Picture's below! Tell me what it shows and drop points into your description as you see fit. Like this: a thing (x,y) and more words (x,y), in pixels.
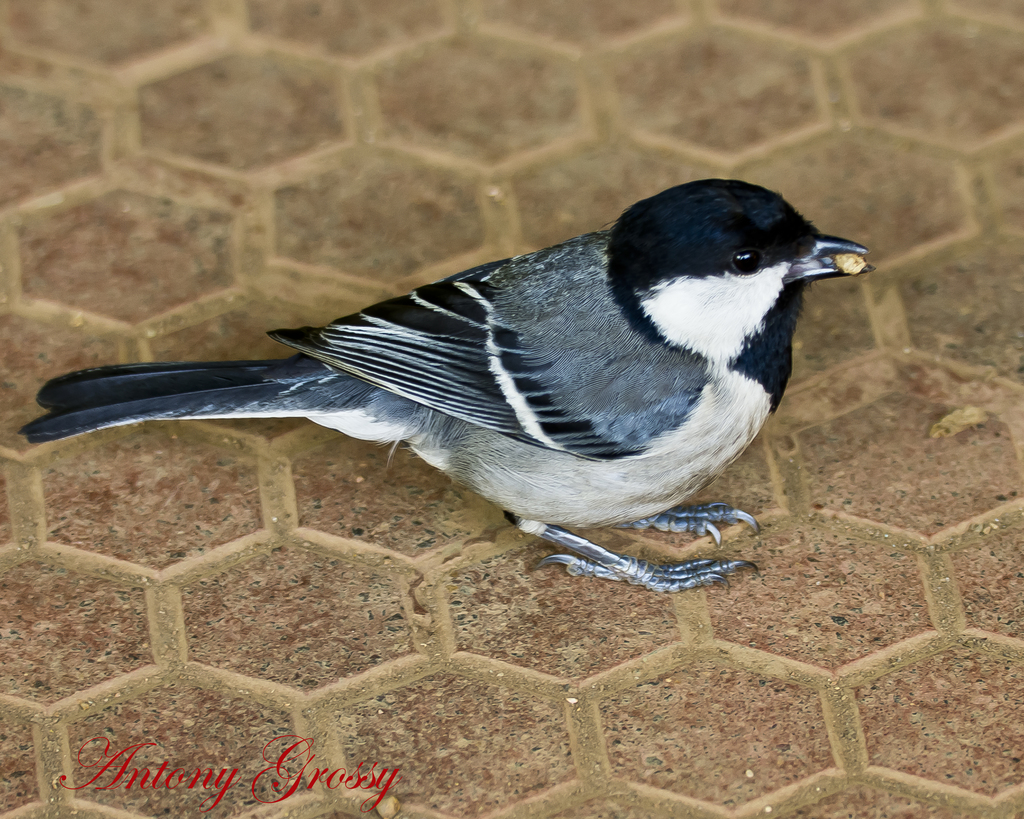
In this image there is one bird (436,356), in the center (424,461) and at the bottom (652,669) there is floor (799,541) and at the bottom of the image (155,780) there is some text (207,794).
